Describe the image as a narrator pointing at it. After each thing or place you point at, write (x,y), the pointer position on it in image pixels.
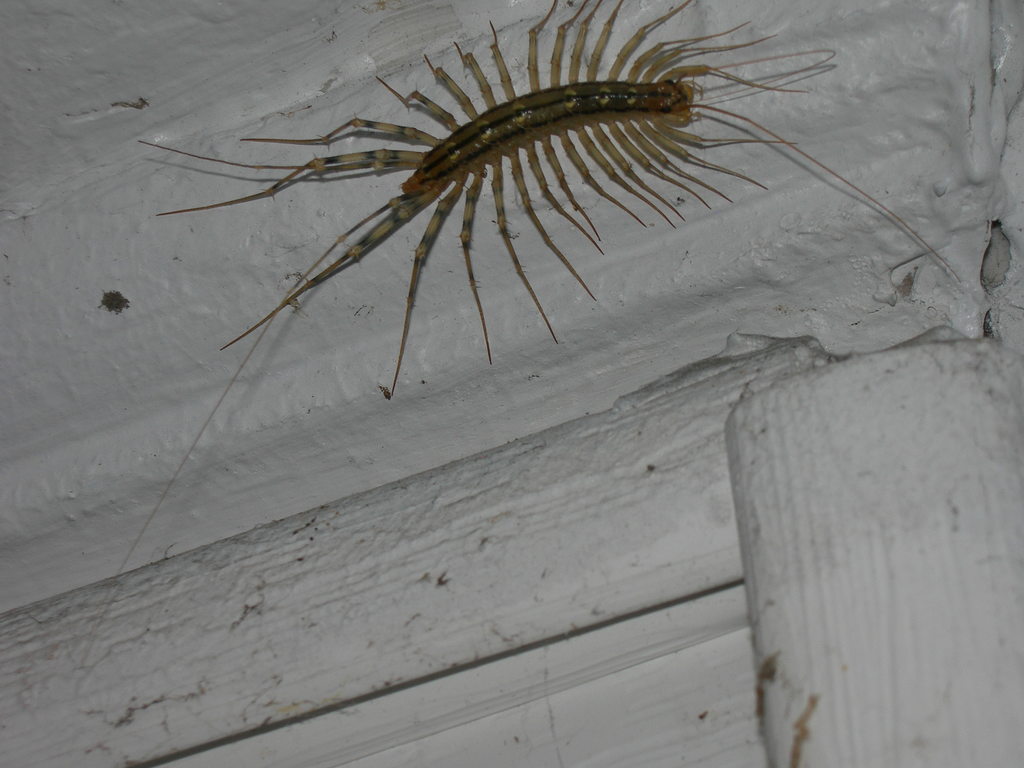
In this image there is a insect (634,40) on a wall (914,191).
